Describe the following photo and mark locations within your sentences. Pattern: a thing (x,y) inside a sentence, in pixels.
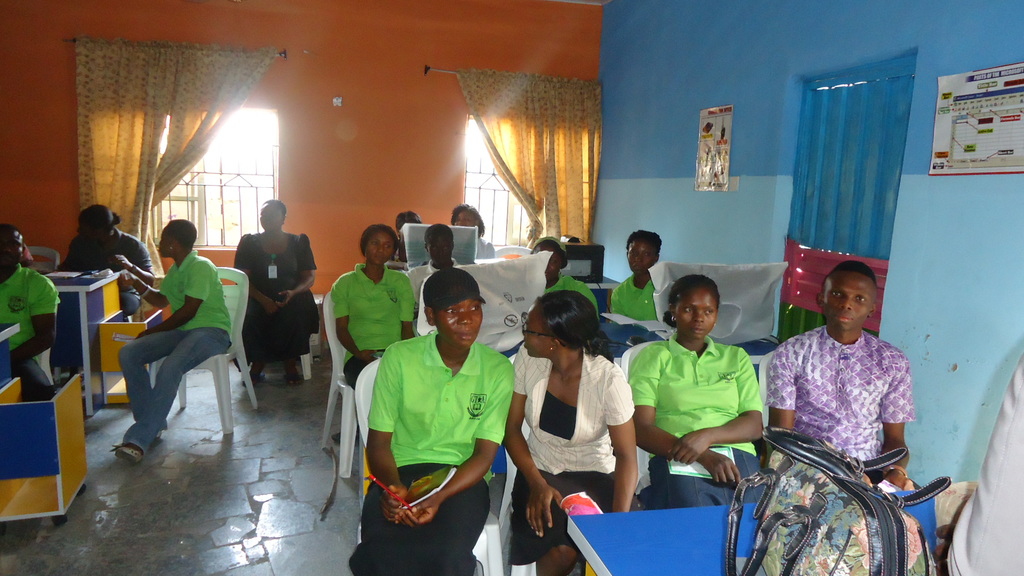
In the image there are many people (220,348) sitting on chairs (355,426), most of them are wearing t-shirts (402,387), this is clicked inside a room (299,442), in the back (254,168) there is window (273,176) with curtains (114,151), on right side (720,125) there are posters (718,168) on the wall (920,209) and in the front (633,555) there is table (633,555) with a bag (862,496) on it.
